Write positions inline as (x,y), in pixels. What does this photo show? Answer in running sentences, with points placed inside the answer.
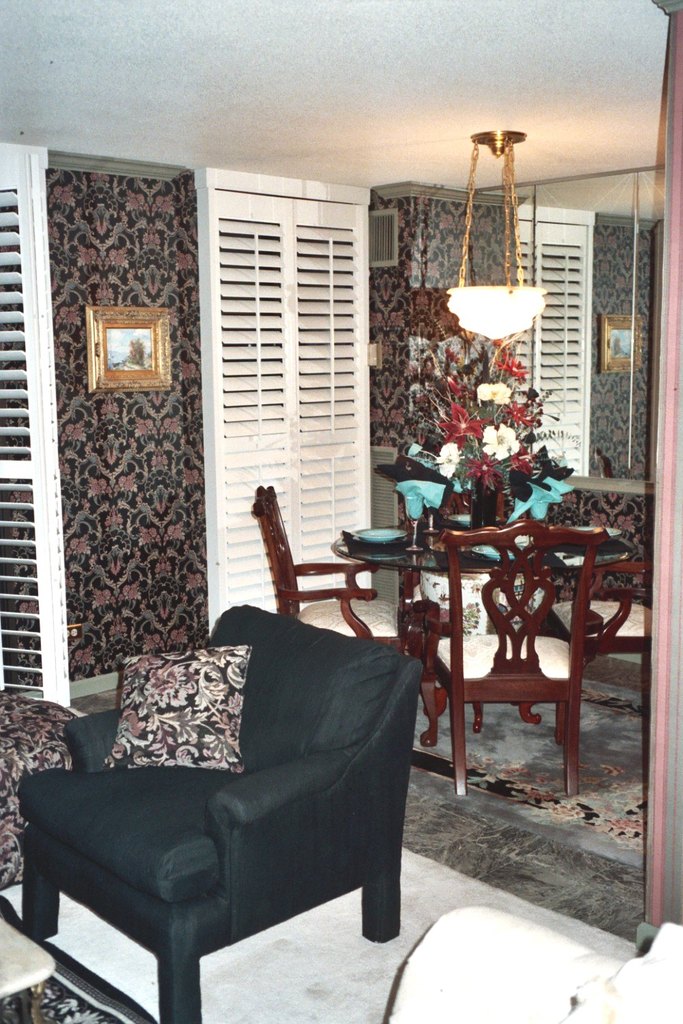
In this picture we can see chairs (339,792), table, flower bouquet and in the background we can see a wall (108,566), roof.
